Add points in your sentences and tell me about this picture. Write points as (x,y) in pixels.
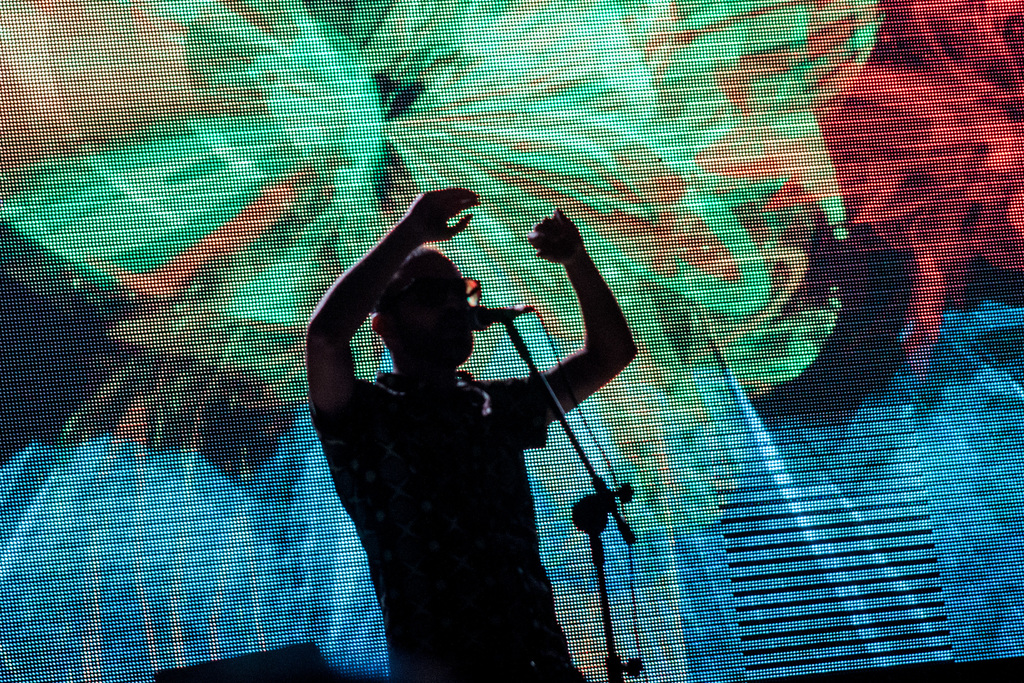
In this image I see a person (475,408) over here who is standing and I see a tripod (576,450) on which there is a mic (495,317) and I see the wire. In the background (312,124) I see the screen (293,280) which is colorful.
